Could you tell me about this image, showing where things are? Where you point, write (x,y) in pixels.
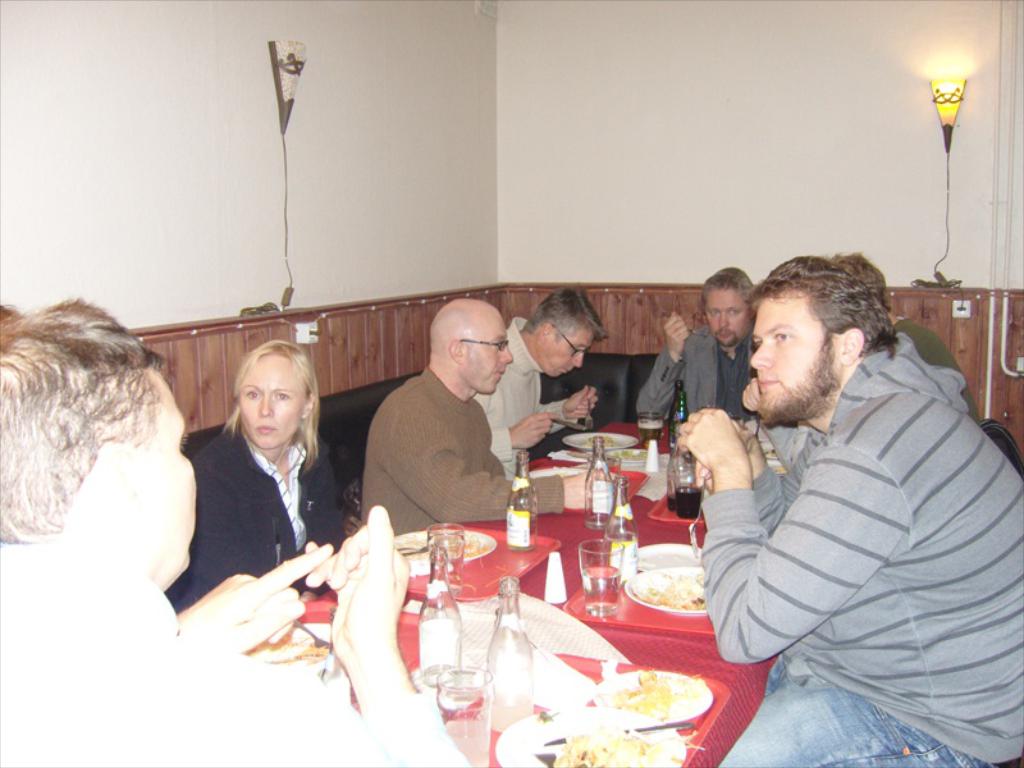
In this image i can see few people (398,476) sitting on couch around the dining table (581,628). On the table (567,590) i can see few glasses (483,681), few bottles (596,481), few plates (605,728) and food items (644,690) in them. In the background (397,195) i can see the wall (408,157), a lamp (956,112) and few pipes (992,369).
